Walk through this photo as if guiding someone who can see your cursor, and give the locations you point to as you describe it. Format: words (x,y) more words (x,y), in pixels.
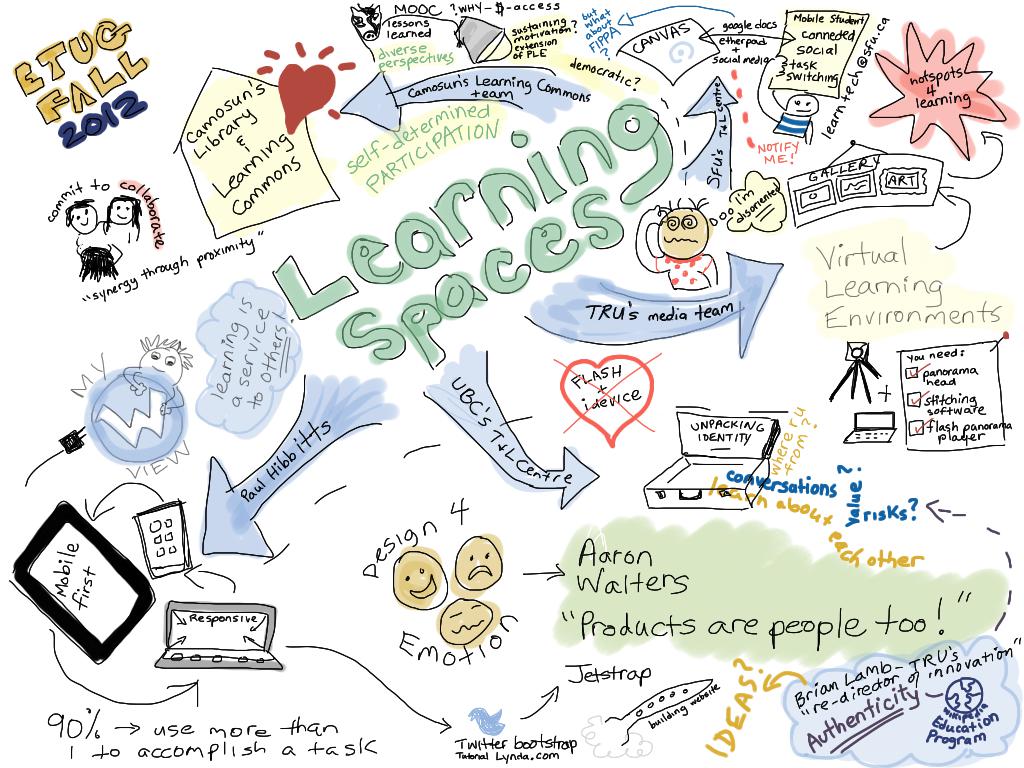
In this image we can see an edited image, in which we can see some pictures (316,387) and some text (392,546).
